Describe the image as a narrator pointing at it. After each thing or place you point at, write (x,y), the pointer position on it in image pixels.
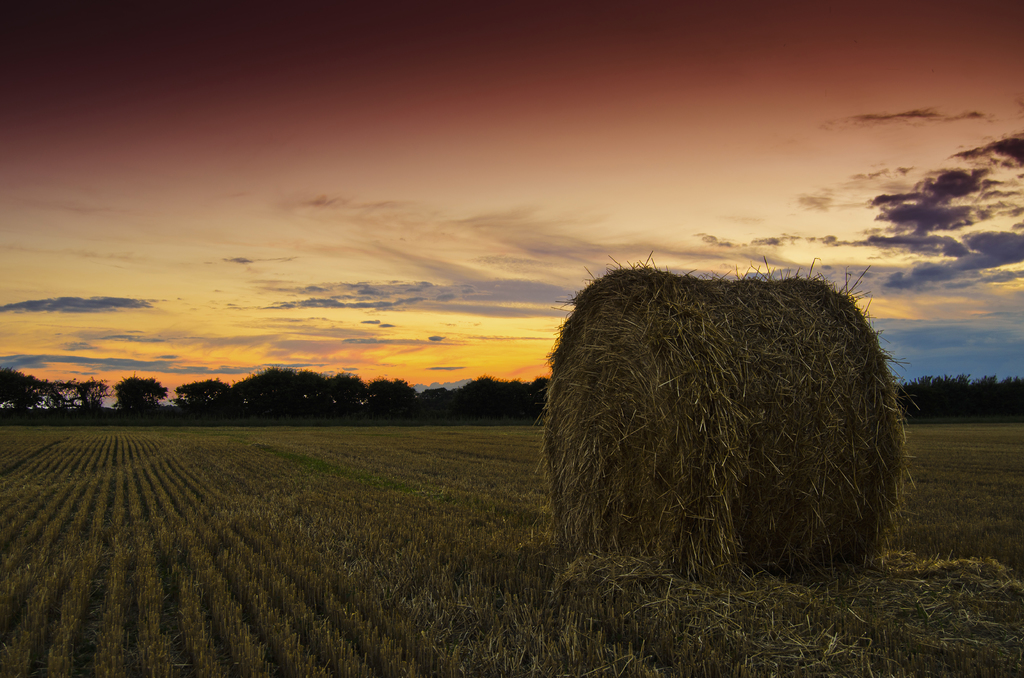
In this image there is the sky (770,180) towards the top of the image (640,193), there are clouds (931,204) in the sky (496,199), there are trees (371,392), there is grass (373,539) towards the bottom of the image (930,472), there is hay (678,355).
